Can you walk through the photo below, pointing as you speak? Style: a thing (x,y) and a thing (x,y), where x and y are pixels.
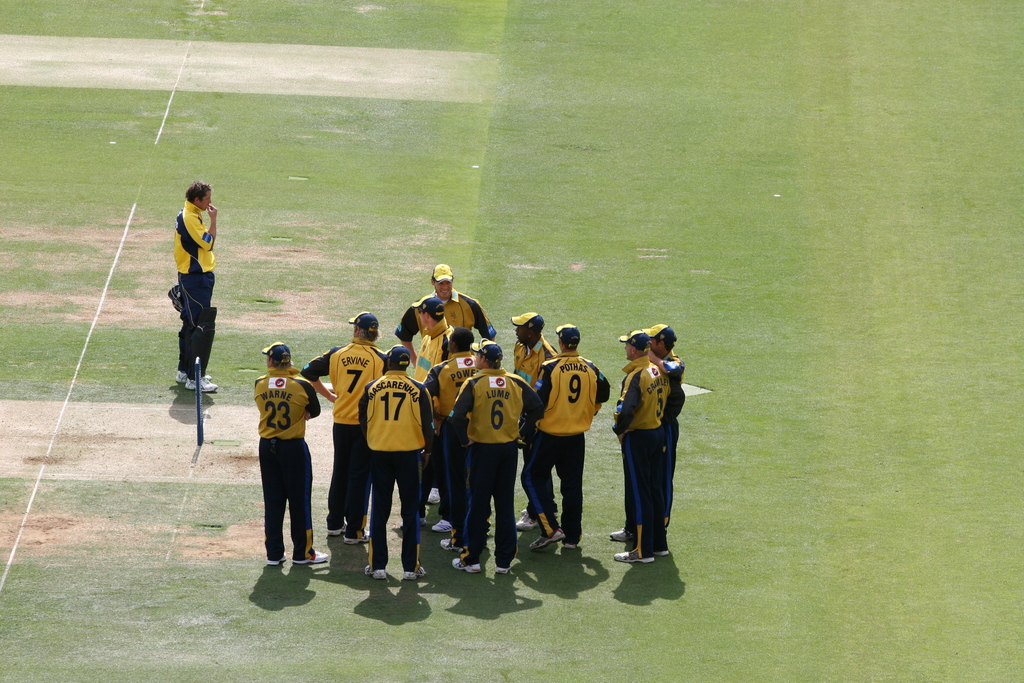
In this image I see men (470,317) who are wearing jerseys (534,359) which are of yellow and black in color and I see numbers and words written on their t-shirts (383,422) and I see that all of them are wearing caps (629,333) except this man (182,271) and I see the pitch (169,282) on which there are white lines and I see the wickets (201,421) over here.
